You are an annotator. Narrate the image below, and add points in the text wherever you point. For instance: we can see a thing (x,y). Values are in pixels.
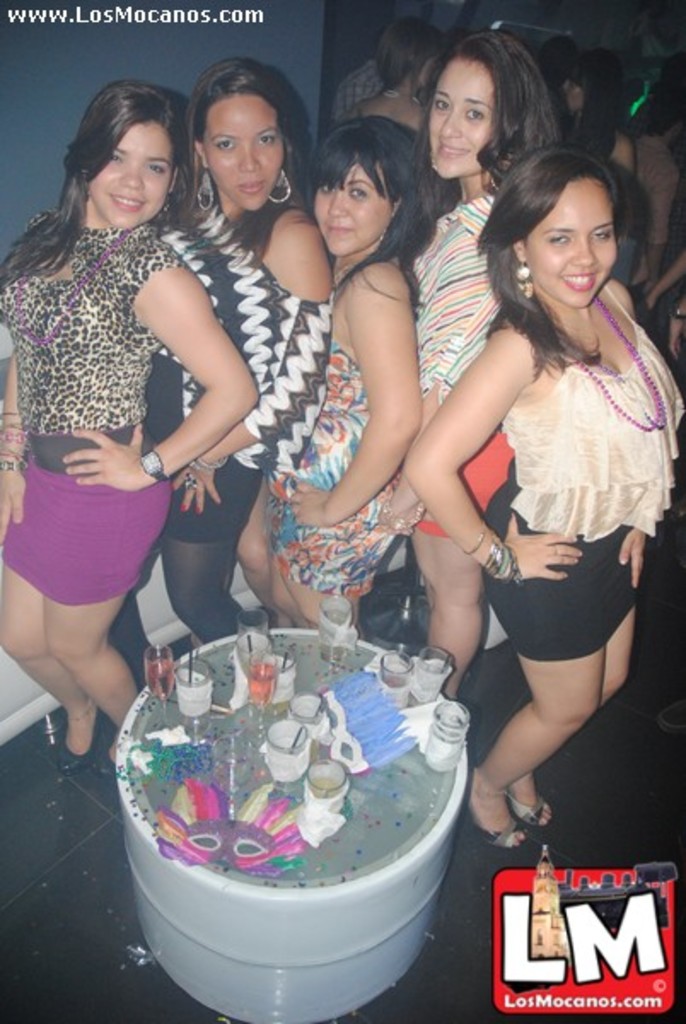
This picture describes about group of people (349,408), few are smiling, in front of them we can see few glasses (259,714) and other things (283,829) on the table (218,717), beside to them we can see a sofa (17,701), on left top of the image (111,12) we can see a watermark (83,12), at the right bottom of the image (594,917) we can find a logo (625,877).
